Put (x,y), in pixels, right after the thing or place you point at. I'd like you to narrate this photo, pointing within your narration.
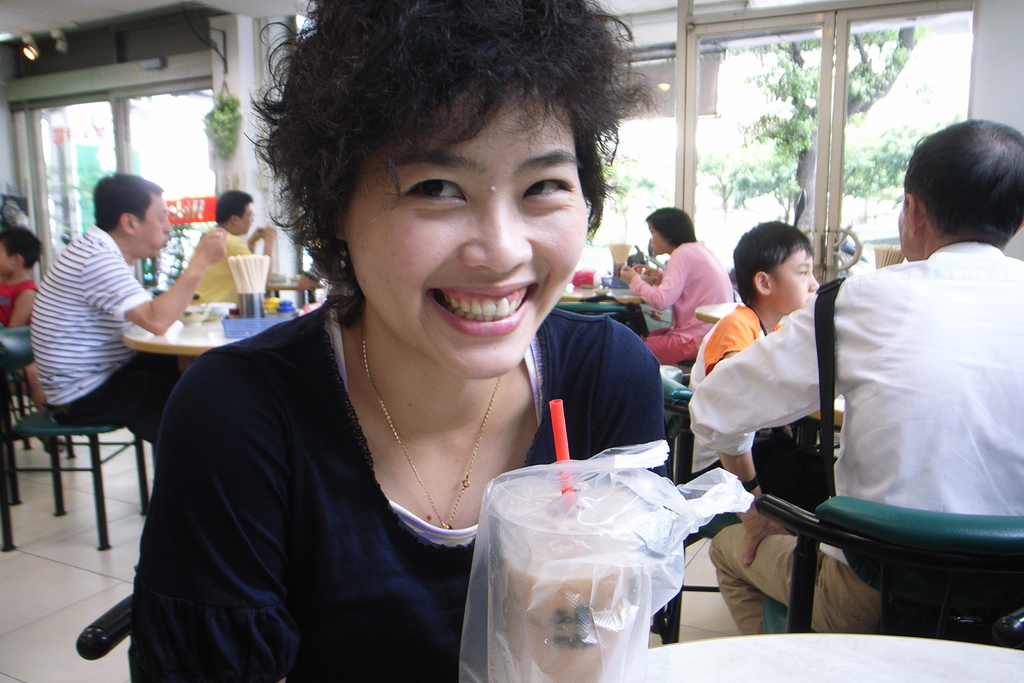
In this image there are persons (548,257) sitting on the chair (68,470), there are tables (193,325), there is a table (841,650) truncated towards the bottom of the image (752,666), there is a chair (945,561) truncated towards the right of the image (951,517), there are objects (247,286) on the table (231,302), there is the door (850,128), there is the wall (1006,103) truncated towards the right of the image (1003,75), there is a plant (224,150) on the wall (242,111), there are lights (28,46), there is roof (67,18) truncated towards the top of the image (55,15), there is a person (28,283) truncated towards the left of the image (9,289), there is a chair (15,339) truncated towards the left of the image (15,354).
